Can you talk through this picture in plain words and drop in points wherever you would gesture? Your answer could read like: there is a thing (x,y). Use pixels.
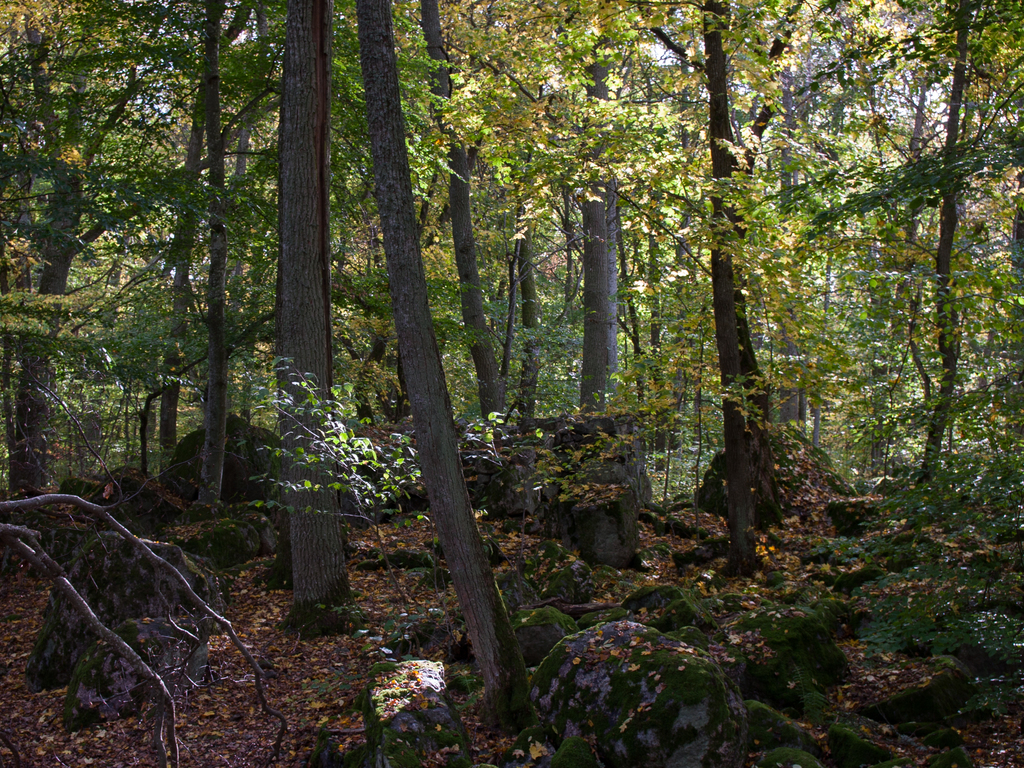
In this image we can see trees (385,401), rocks (366,709), and dried leaves (147,756).
